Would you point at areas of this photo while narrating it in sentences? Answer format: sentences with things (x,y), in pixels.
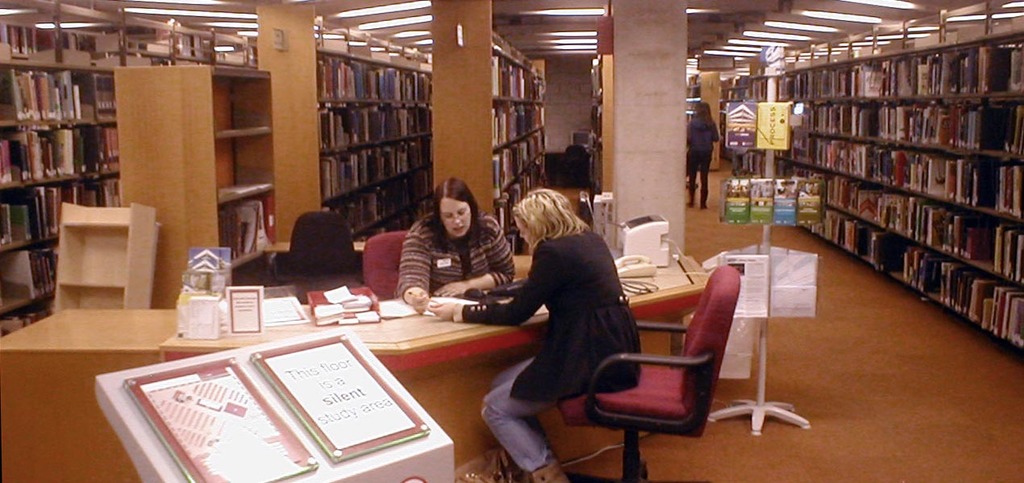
There is a library (657,38) which has so many number of books (419,114) and so many shelves (244,129) and there is a woman (422,231) sitting in a chair (371,255) and speaking to some other woman (557,295) who is also sitting on a chair (701,361) and there is a table (671,285) which has telephone (638,265), printer (641,251), books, paper (387,305) on it. There is a stand (773,183) which contains books (761,218) and on the top (399,23) there are signs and at the bottom (895,397) there is a floor (845,393) and there is a cupboard (152,156) on the left corner of a library (142,130).
